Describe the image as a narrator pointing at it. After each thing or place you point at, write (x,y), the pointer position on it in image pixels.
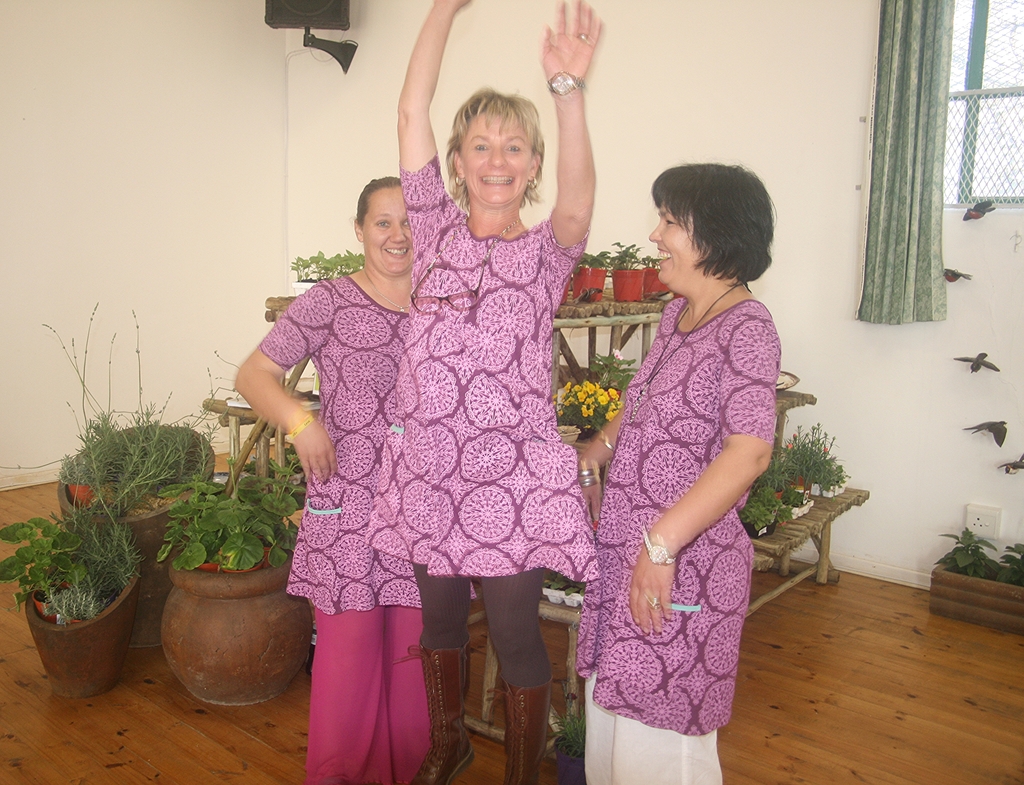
In this picture I can see three women's (595,470) are standing behind we can see some potted plants (273,475) and also I can see window (995,103) to the wall (545,167).
